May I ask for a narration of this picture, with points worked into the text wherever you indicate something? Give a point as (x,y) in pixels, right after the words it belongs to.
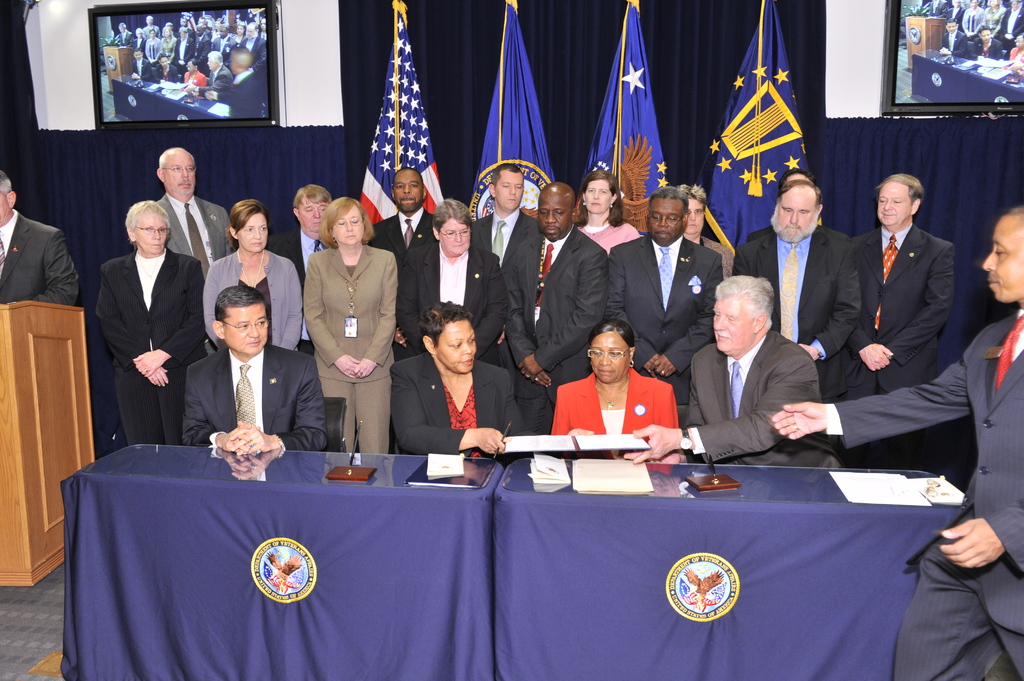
In this image we can see four persons (263,389) wearing coat (771,463) are sitting in front of a table (496,475). One woman (480,417) wearing black coat (495,418) is holding a pen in her hand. One woman (573,430) wearing red coat (633,386) is wearing spectacles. One person (779,373) is holding a book (635,442) in his hand (654,435). In the background (933,295), we can see group of people (573,339) standing a person (62,253) standing in front of the podium (36,374), group of flags (397,116), two screens (215,80) on the wall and the curtains (979,130).
